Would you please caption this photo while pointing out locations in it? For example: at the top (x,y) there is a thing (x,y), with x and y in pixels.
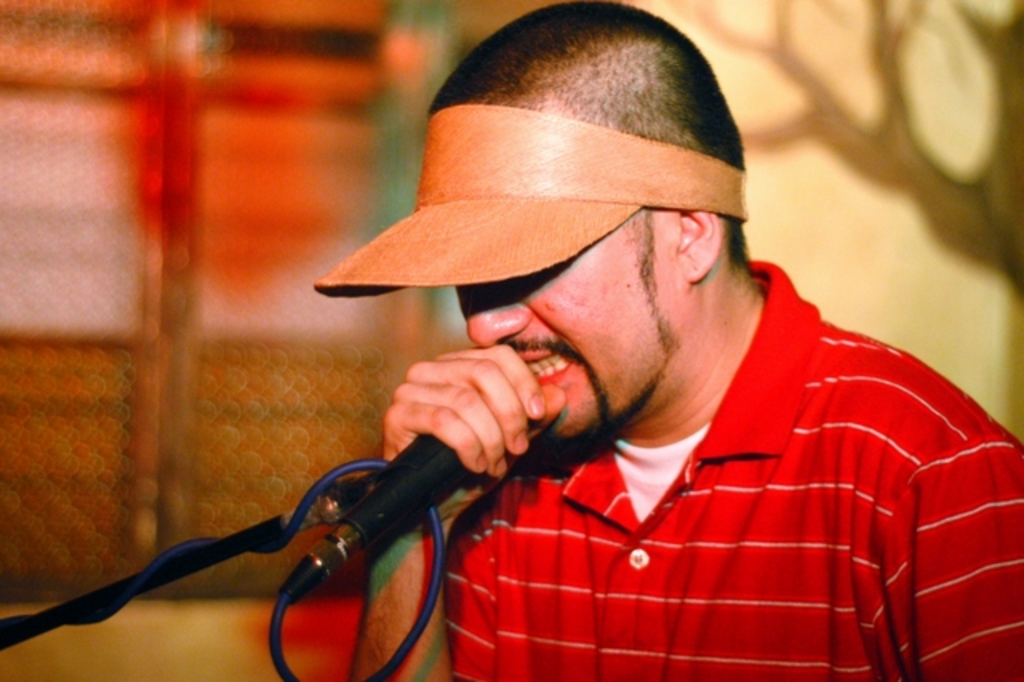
This picture shows a man (722,417) singing with the help of a microphone (418,507).
